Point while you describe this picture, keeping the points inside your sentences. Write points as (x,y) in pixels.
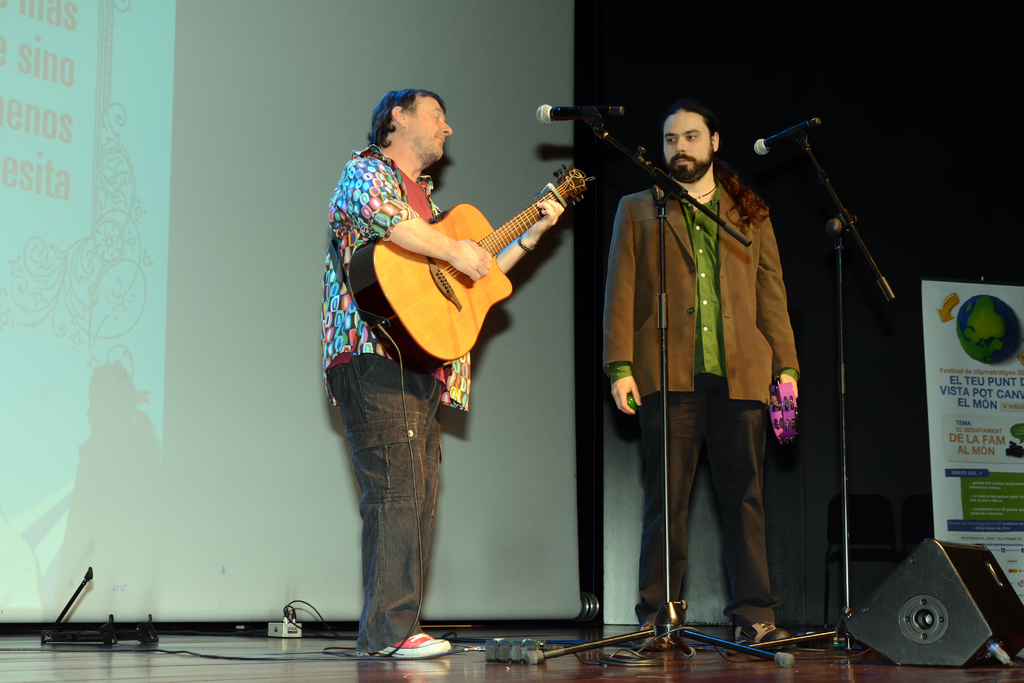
there is a man (391,191) standing on a stage (788,668) playing guitar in front of the microphone (645,637) and the other is watching that
